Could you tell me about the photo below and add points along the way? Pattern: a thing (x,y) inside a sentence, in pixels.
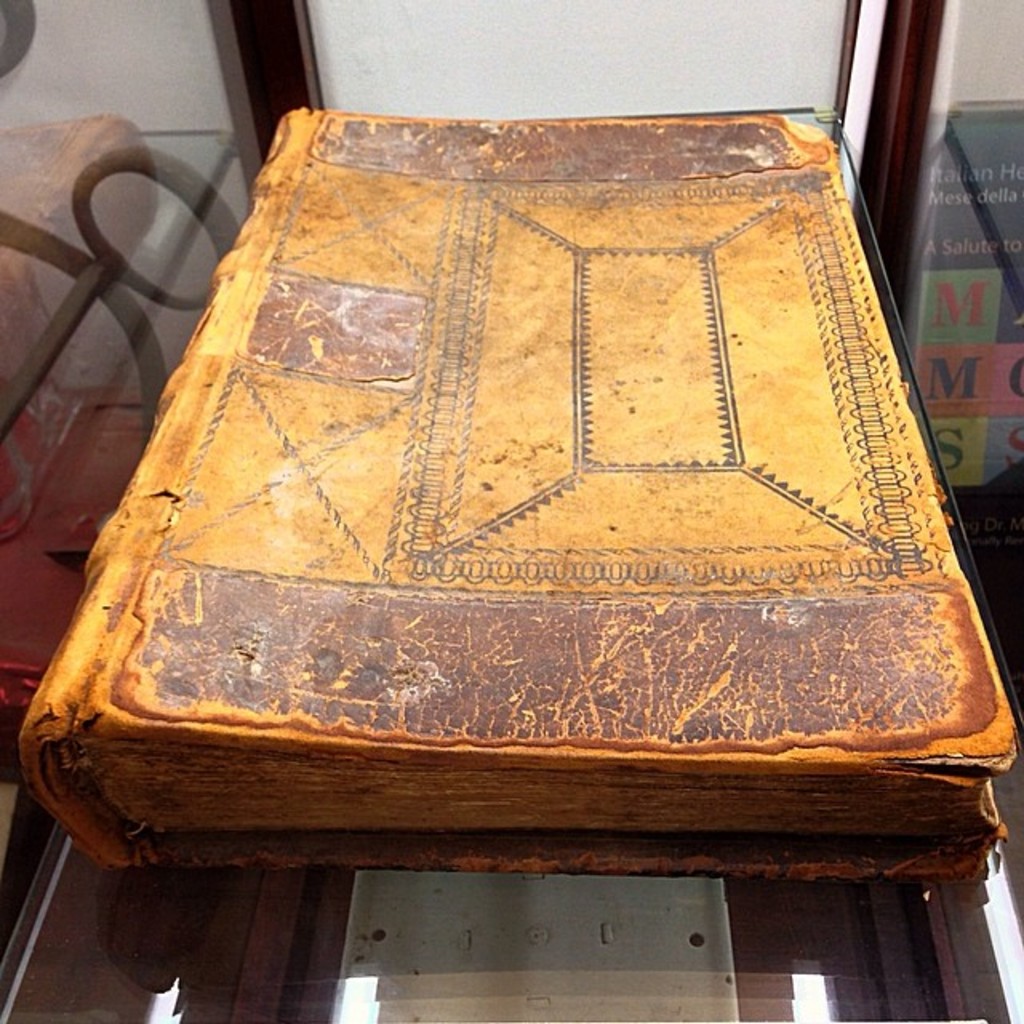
In this image there is an old book (607,576) on the glass table (488,951).
